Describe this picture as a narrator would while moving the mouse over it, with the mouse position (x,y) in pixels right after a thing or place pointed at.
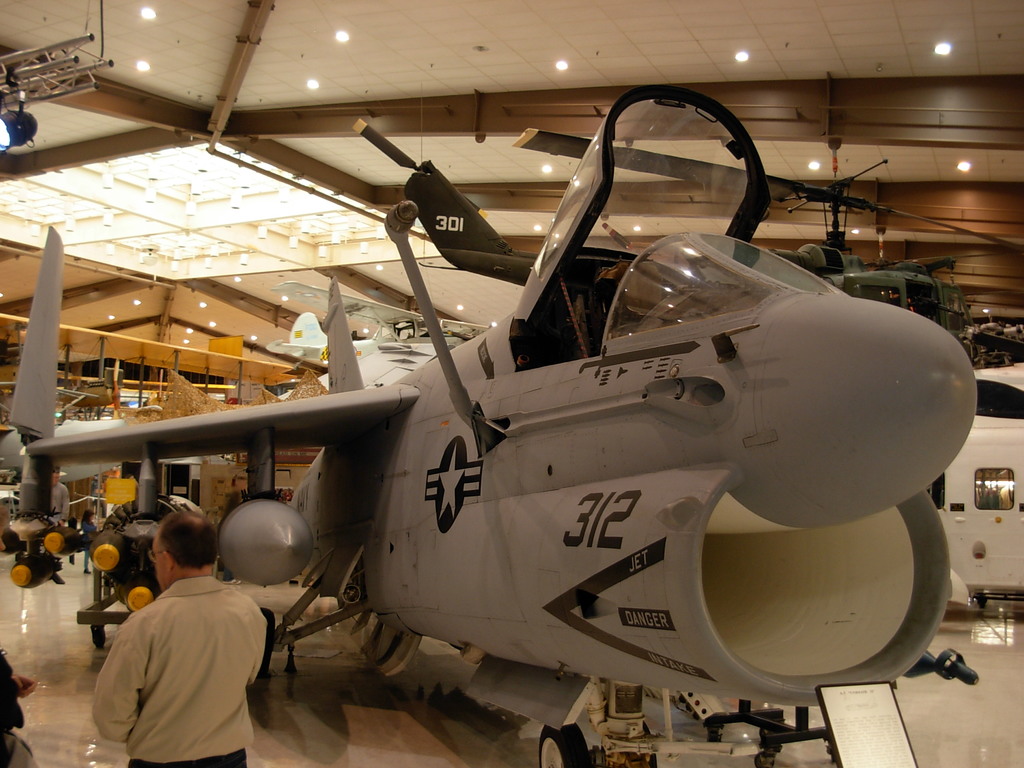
In the image we can see a parked jet (446,593) and there are people (190,691) standing, wearing clothes (112,700). Here we can see a floor (972,717) and lights (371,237).
